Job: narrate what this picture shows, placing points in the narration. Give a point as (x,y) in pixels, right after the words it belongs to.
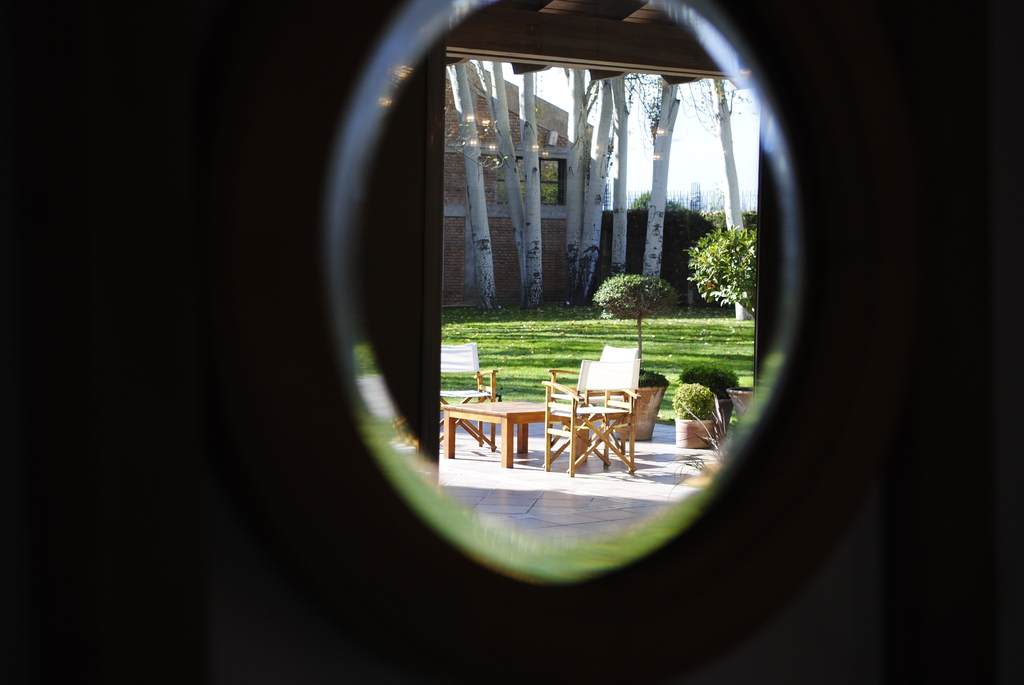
In this image in the foreground (466,513) there is one window (294,511), and in the background (518,448) there is a table (510,403), chairs (558,431), flower pot (646,421), plants (677,408), trees (529,211) and one house (493,204) and in the center (565,339) there is a grass (674,331).
